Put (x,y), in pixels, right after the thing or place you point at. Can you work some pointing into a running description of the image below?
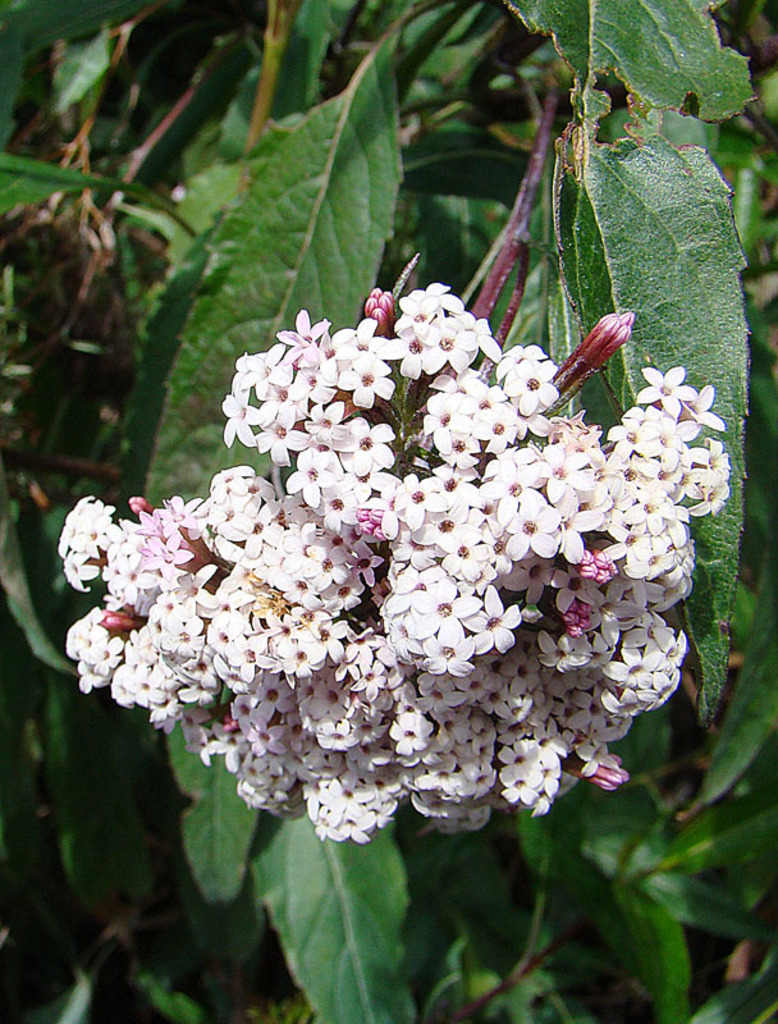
In this image there is a plant (556,462) with white color flowers (383,378).
